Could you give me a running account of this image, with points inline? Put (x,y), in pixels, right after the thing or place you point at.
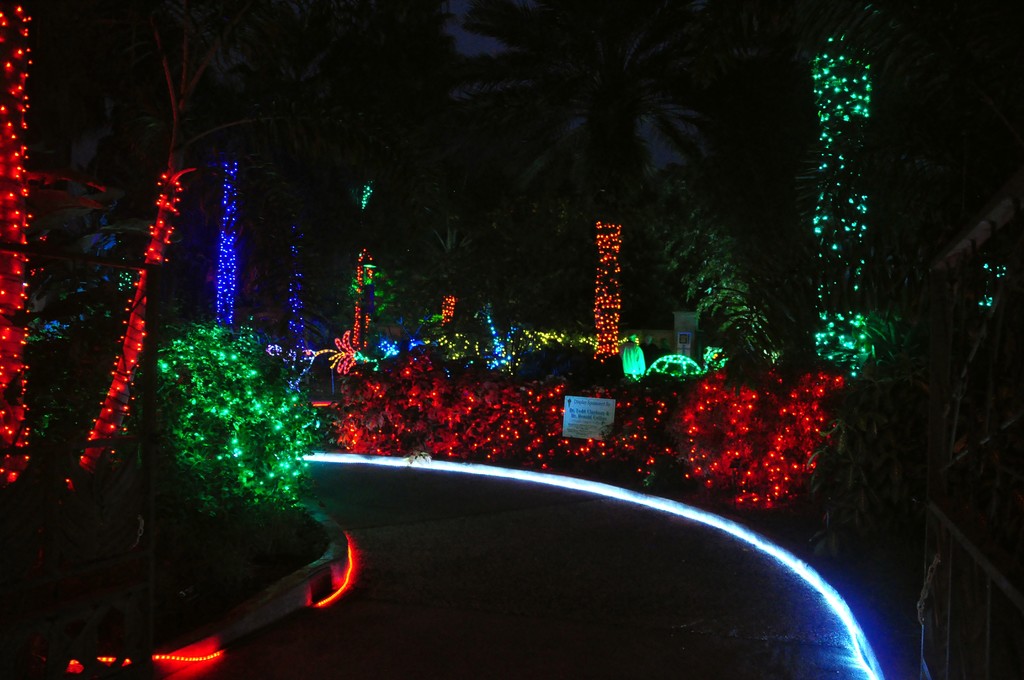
In this image there are decorative lights (84,461) on trees (157,243) in the left (173,241) and right corner (840,179). There is a road (251,659) at the bottom (320,623). There are trees (245,14) in the background (676,268). And the sky (486,20) is very dark at the top (445,7).
